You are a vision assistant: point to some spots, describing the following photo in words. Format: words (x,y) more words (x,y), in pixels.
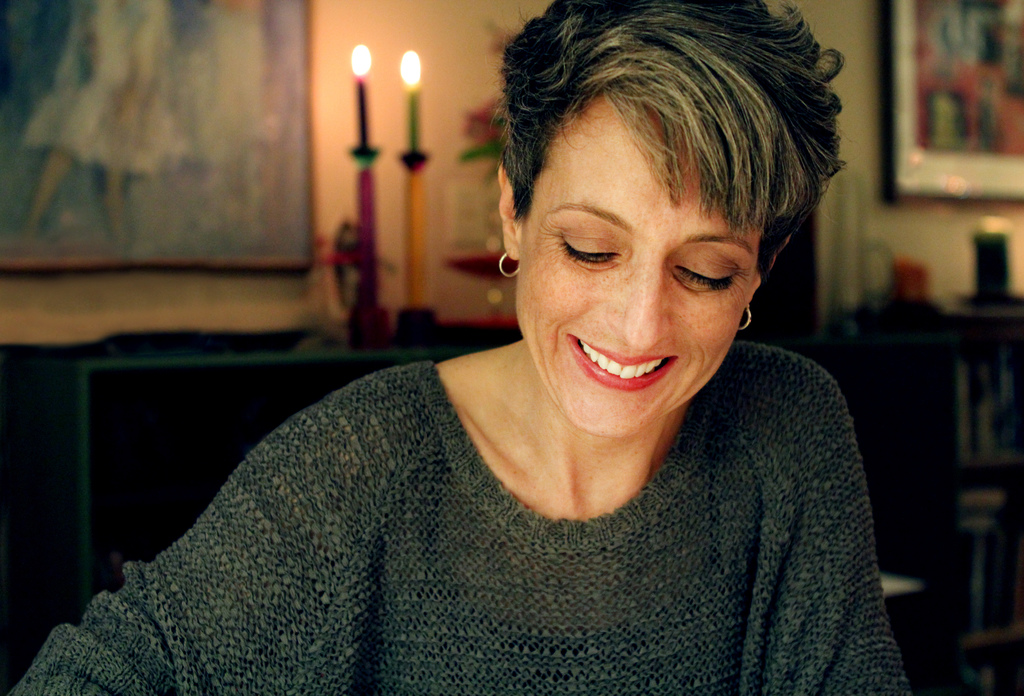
In the image in the center (505,405) we can see one woman (546,405) sitting on the chair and she is smiling, which we can see on her face (532,211). In the background (231,128) we can see wall (434,59), photo frames (934,107), table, cupboards (908,501), candles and few other objects (1018,446).
